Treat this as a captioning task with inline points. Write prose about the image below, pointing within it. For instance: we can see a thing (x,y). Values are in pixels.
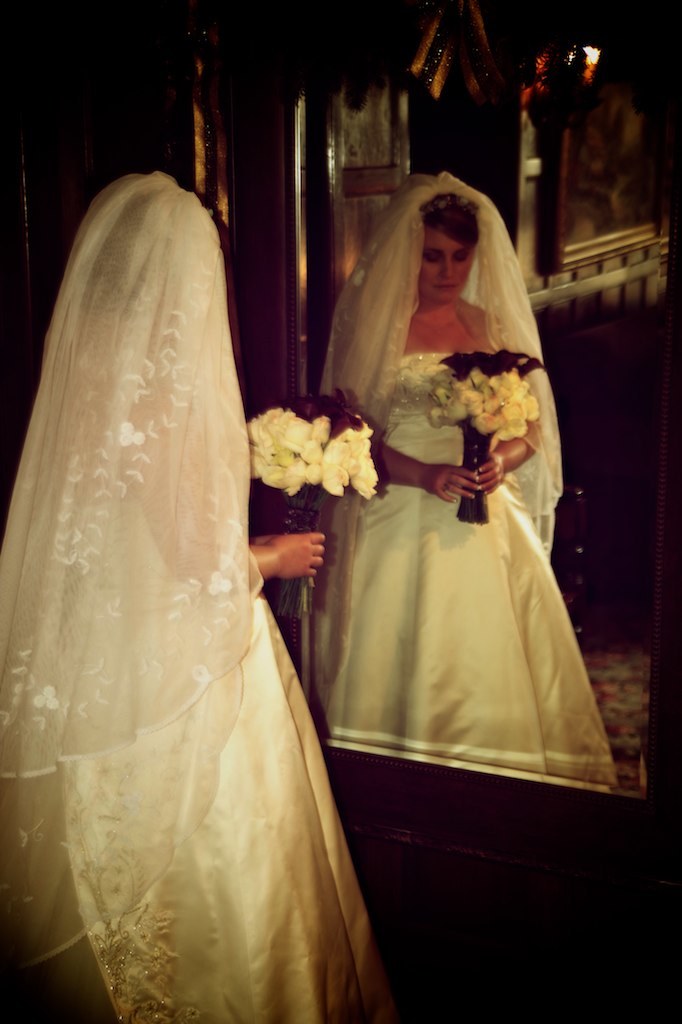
In the image we can see a woman (220,656) standing, wearing clothes (244,636) and holding flower bouquet (290,462) in hands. In front of her there is a mirror (525,466), in the mirror (593,523) we can see the reflection (549,496) of the woman (549,496). The corners of the image are dark.
